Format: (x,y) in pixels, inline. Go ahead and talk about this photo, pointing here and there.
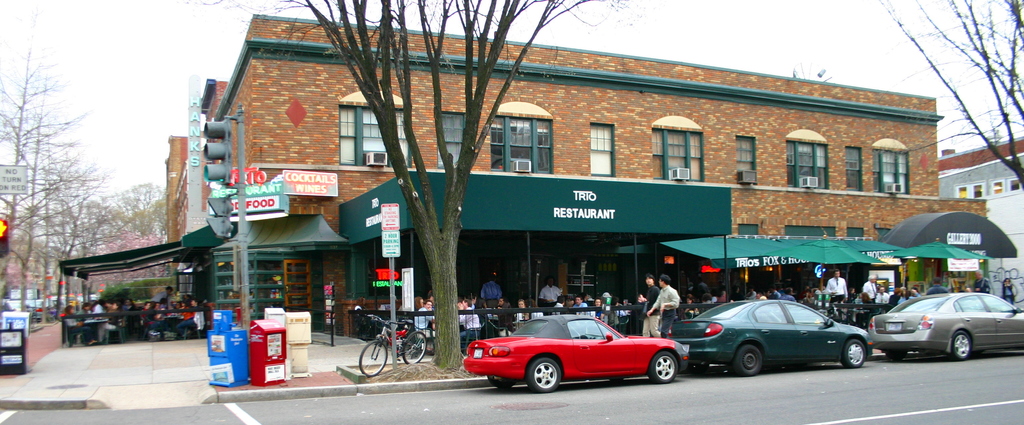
In this picture we can see vehicles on the road (734,398), beside this road (790,394) we can see a fence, bicycles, people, buildings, traffic signal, name boards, trees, umbrellas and some objects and we can see sky (762,4) in the background (740,15).
